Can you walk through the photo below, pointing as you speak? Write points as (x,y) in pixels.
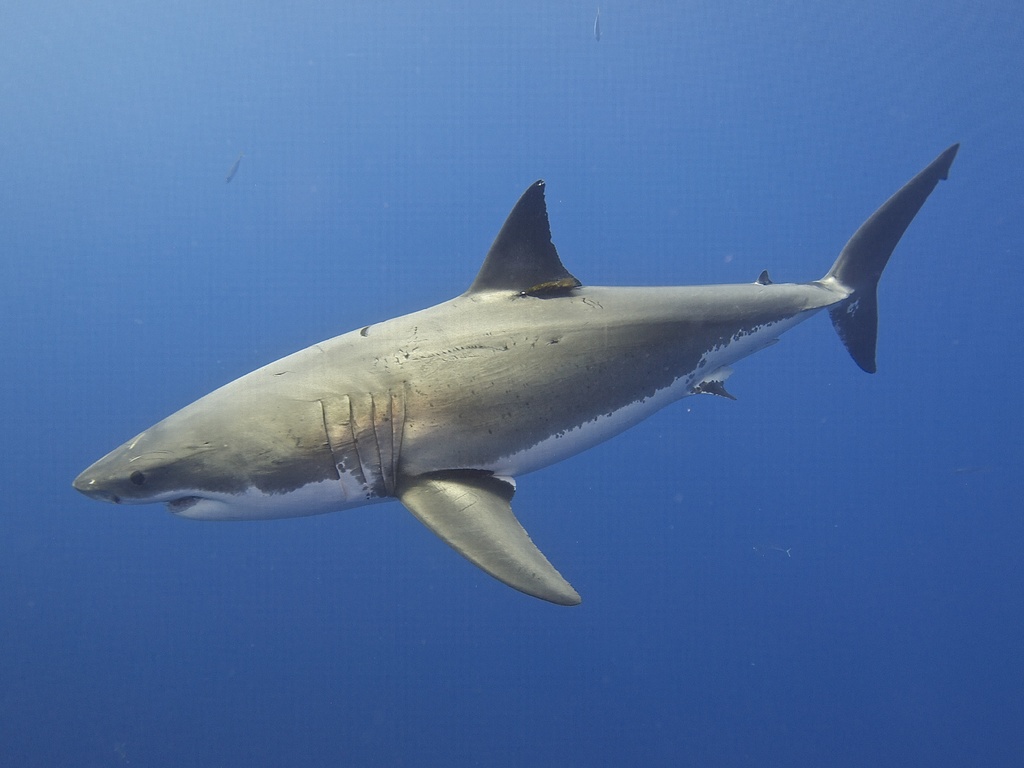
In the middle of the image (391,373) we can see a shark (567,429).
